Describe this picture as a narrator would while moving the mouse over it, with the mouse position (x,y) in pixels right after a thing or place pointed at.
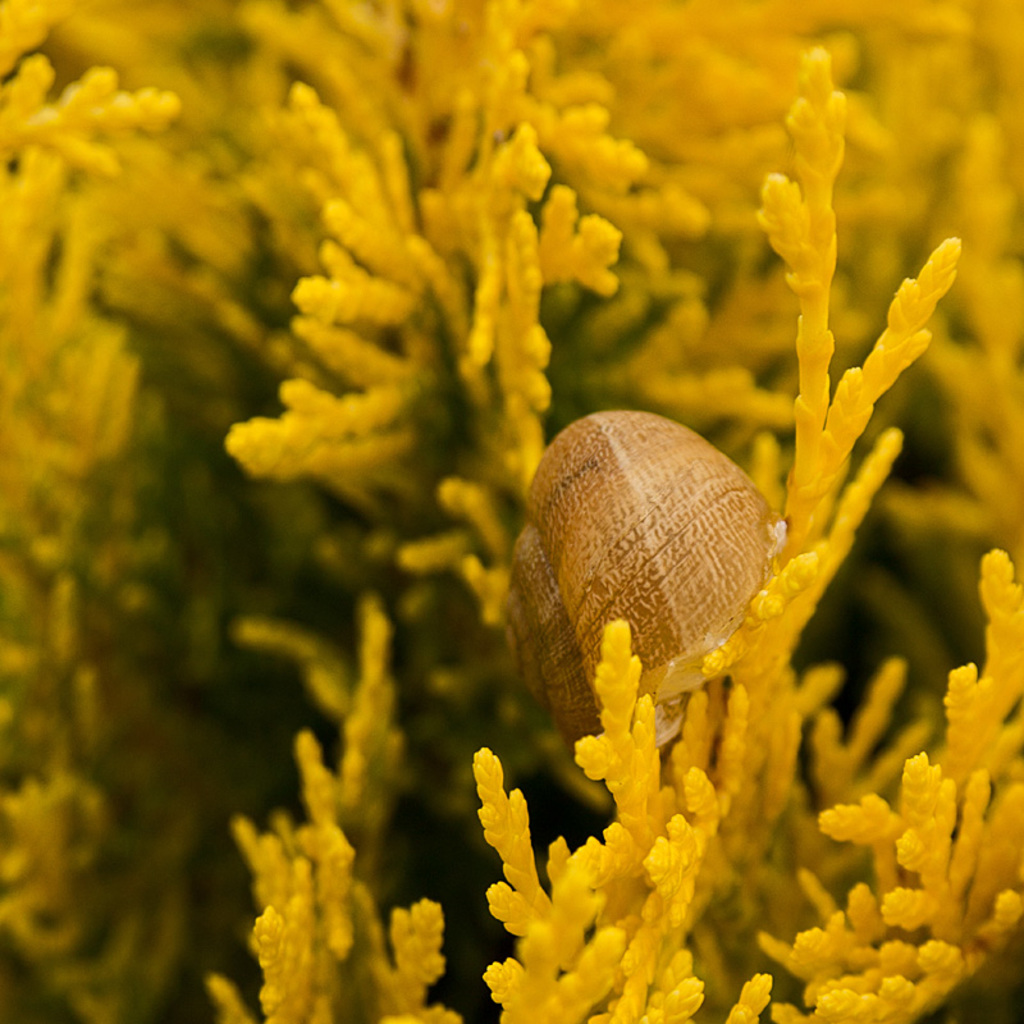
The picture consists of plants (24,286) and snail (582,574).
